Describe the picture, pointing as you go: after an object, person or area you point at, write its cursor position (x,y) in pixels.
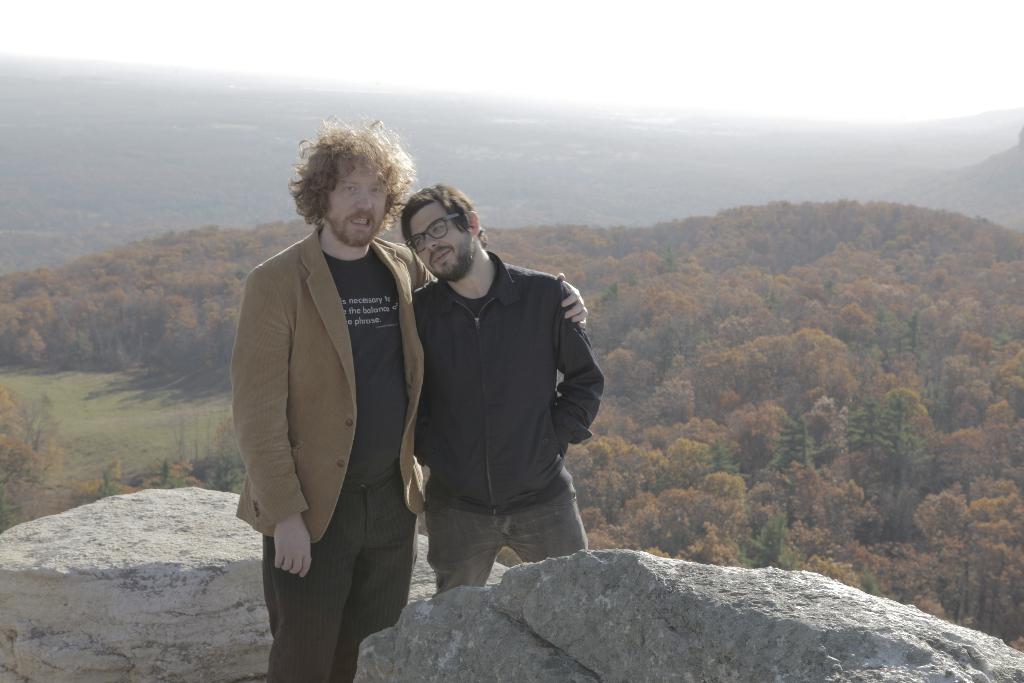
In the foreground of this picture (372,386), there are two men (326,415) standing in between two rocks (515,634). In the background (544,235), we can see trees (170,348), mountains (261,87) and the white shade (756,62) on the top (658,103).
